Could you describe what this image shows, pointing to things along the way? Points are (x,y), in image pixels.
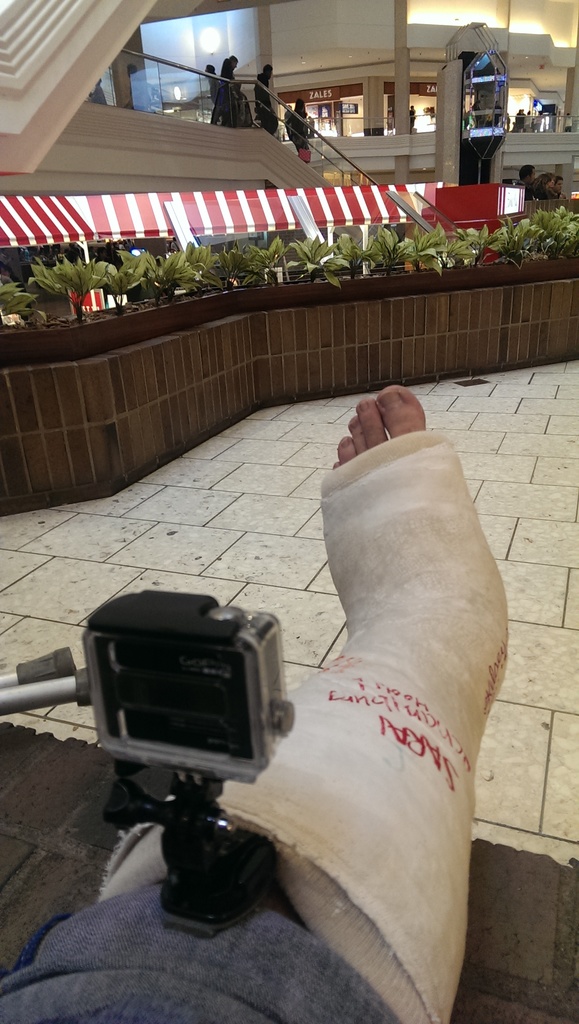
At the bottom of the image (195,749) we can see a camera (237,723) on the leg (298,709), in the background (255,123) we can see few plants (81,286), lights (498,77), an escalator (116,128) and few more people (259,84).
